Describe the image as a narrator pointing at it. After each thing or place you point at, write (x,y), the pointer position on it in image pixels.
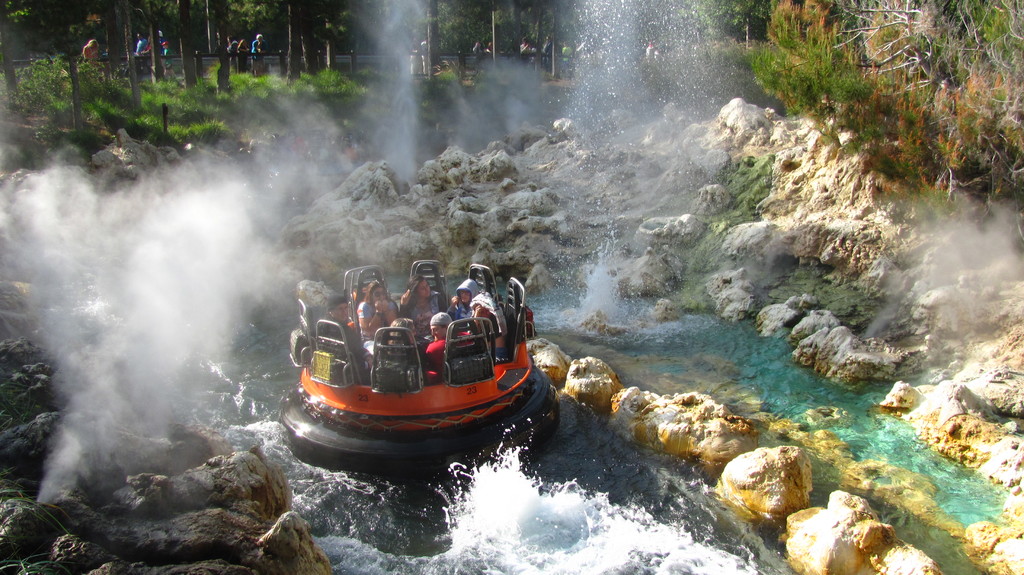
In this picture we can see a group of people (487,308) sitting, rocks (366,255), water (590,301) and in the background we can see some people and trees (911,157).
